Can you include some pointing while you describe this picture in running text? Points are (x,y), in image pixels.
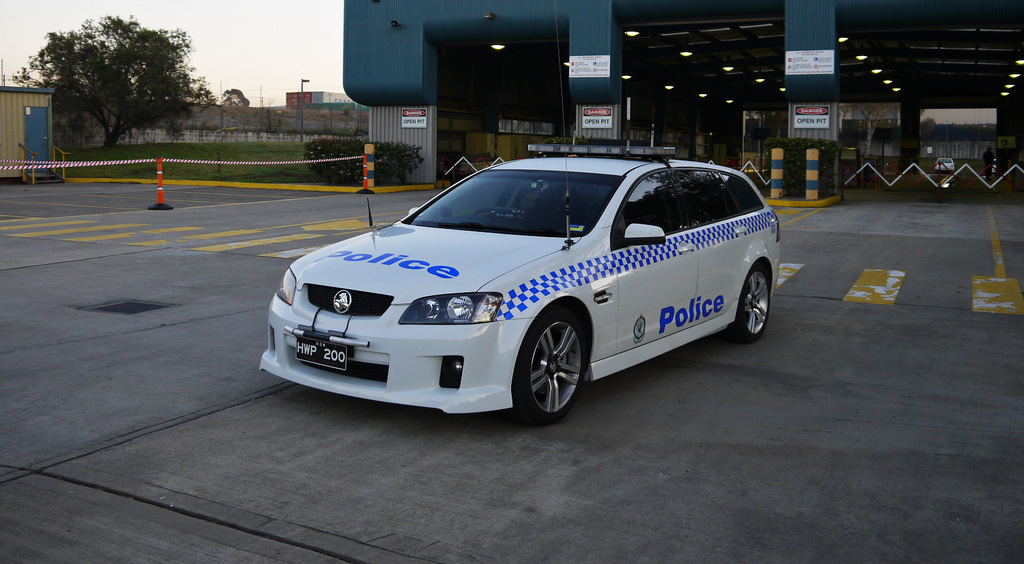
In this image there is a police car (537,331) in the middle of the image (594,257). In the background (737,66) there is a shed (678,79). At the top of the shed (747,76) there are lights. On the left side (318,160) there is fence (57,161). There is a tree (139,103) beside the wall (206,137). At the top (261,35) there is the sky (259,23).
